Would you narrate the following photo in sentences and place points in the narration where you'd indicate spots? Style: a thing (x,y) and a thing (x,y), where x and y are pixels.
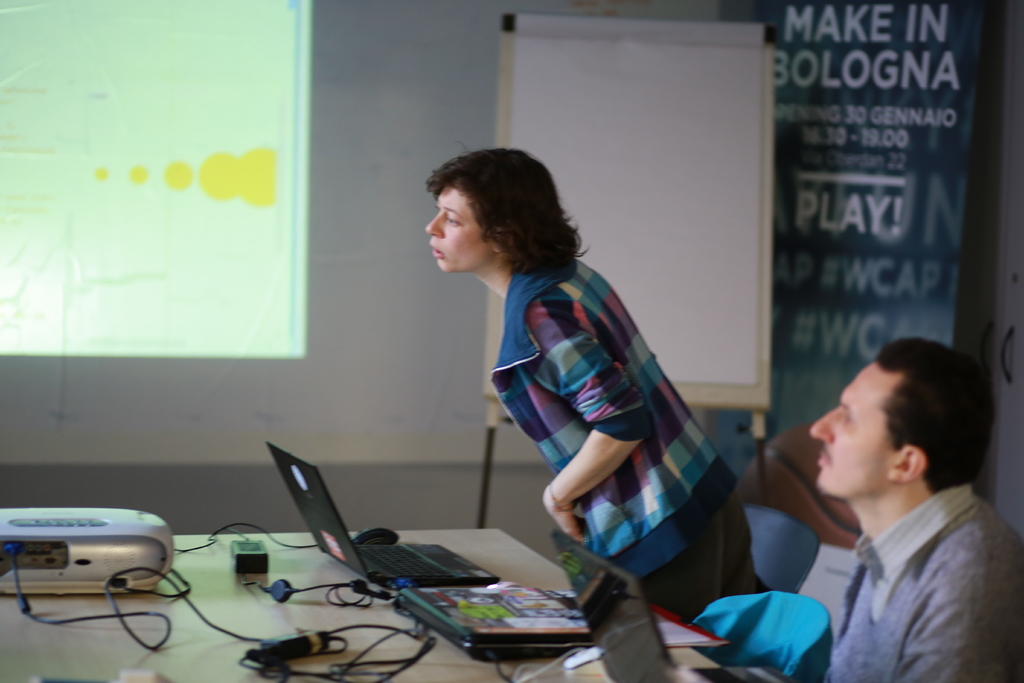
This image is taken indoors. In the background (407,265) there is a wall (378,296) and there is a projector screen (192,163). There is a board (690,216) and there is a banner (847,262) with a text (824,271) on it. At the bottom of the image (215,628) there is a table (335,623) with three laptops (415,566), a few wires (319,652), a projector (133,544) and a few things (667,645) on it. On the right side of the image (950,564) a man (907,446) is sitting in the chair (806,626). A woman (706,471) is standing and there is an empty chair (776,562).
